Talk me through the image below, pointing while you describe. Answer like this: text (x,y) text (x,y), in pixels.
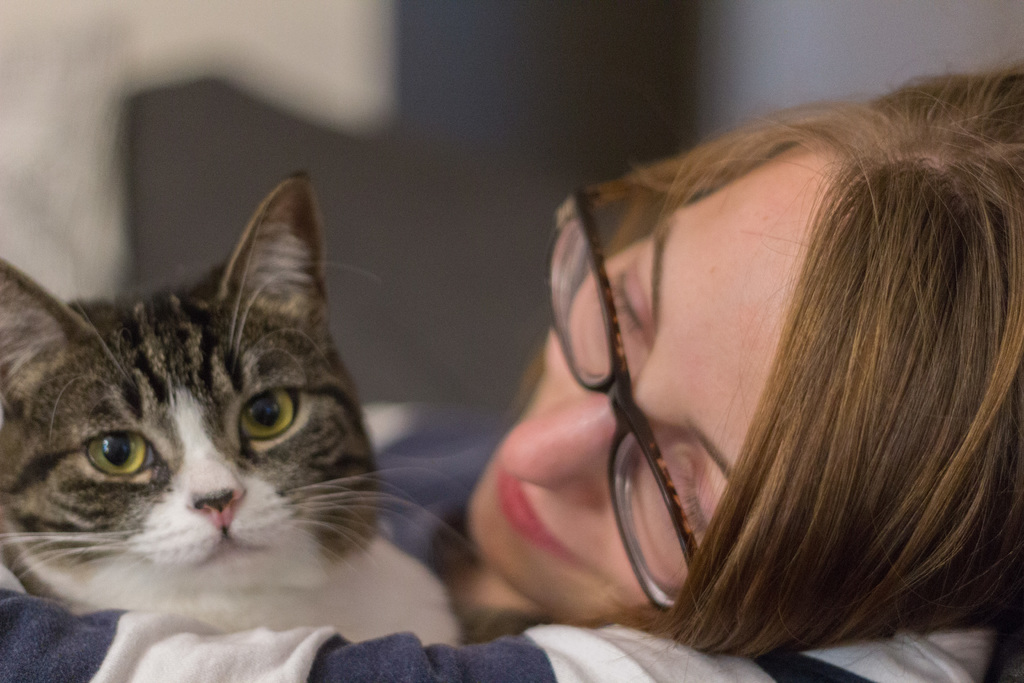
In this I can see a woman (600,394) holding a cat (201,516) and she wore spectacles (629,379) and I can see blurry background (519,156).
